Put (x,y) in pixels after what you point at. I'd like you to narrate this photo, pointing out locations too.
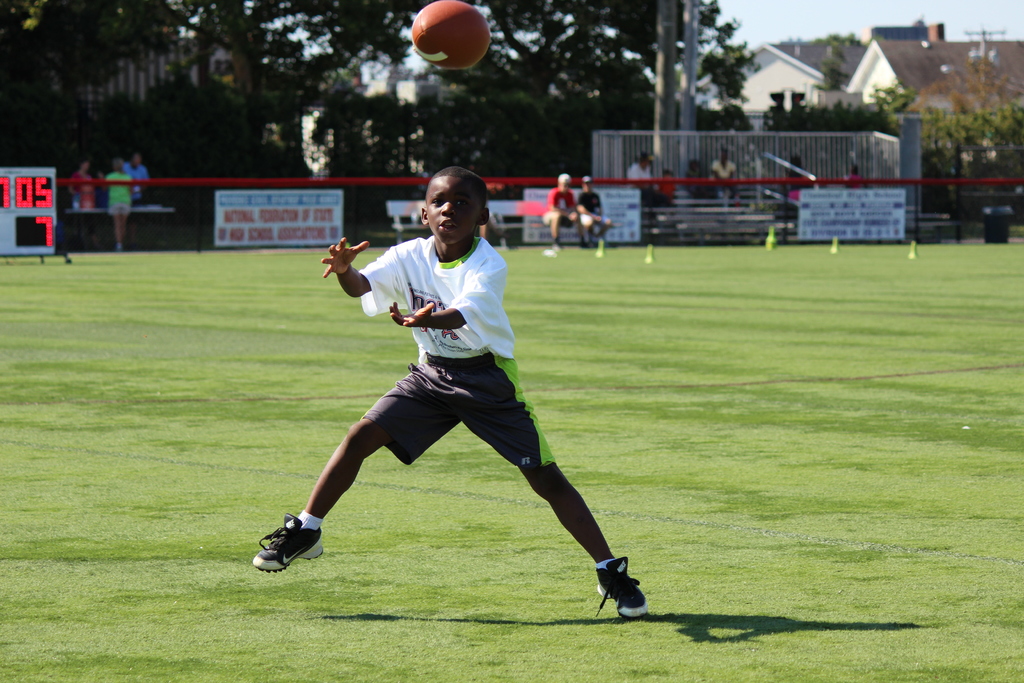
In the center of the picture (429,314) there is a boy (433,329). The picture is taken in a ground (191,339). In this picture at the foreground (663,602) there is grass (293,470). At the top (439,64) there is a rugby ball (449,49). The background (406,75) is blurred. In the background (278,115) there are trees (477,118), buildings (925,68), poles (691,97), railing (707,150), people (579,204), benches (508,207), banners (285,210), dustbin (994,229) and a timer (23,211).
